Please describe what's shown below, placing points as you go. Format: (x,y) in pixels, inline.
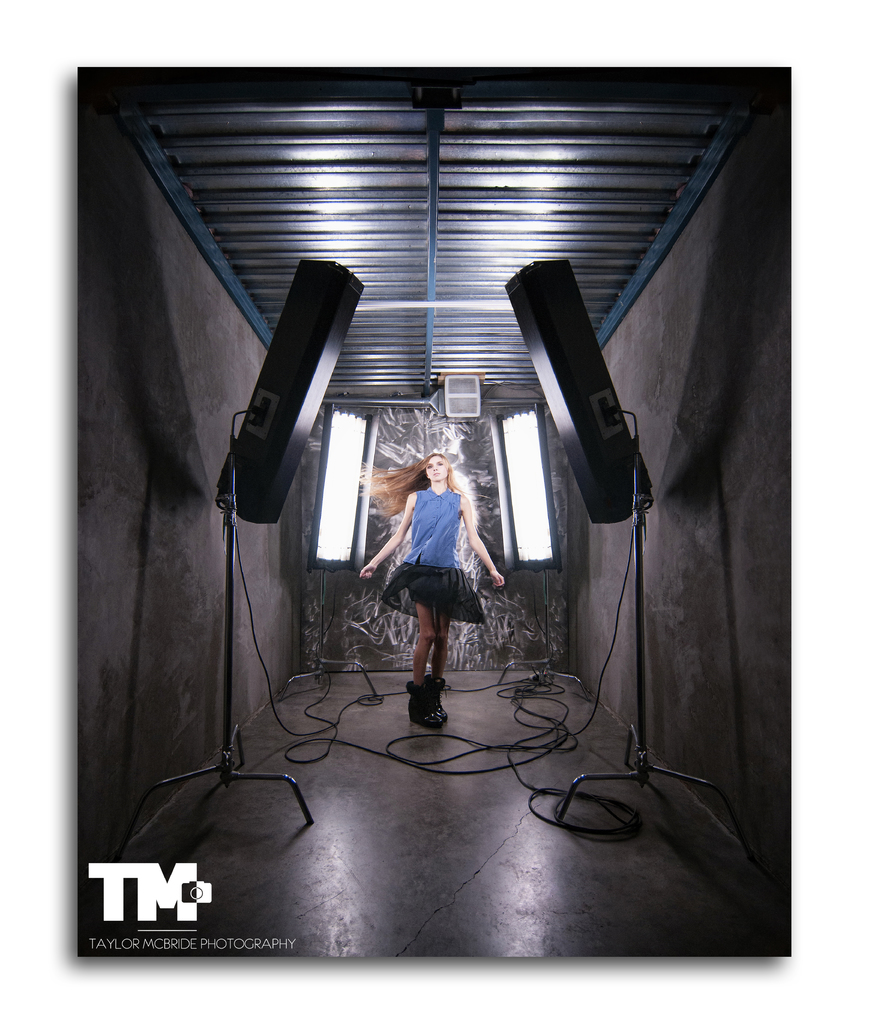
In this image I can see the person (434,524) is wearing blue and black color dress (451,538). I can see few lights (280,500), stands (231,697), wires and the wall (192,443). At the top (383,190) I can see the ceiling (489,206).
